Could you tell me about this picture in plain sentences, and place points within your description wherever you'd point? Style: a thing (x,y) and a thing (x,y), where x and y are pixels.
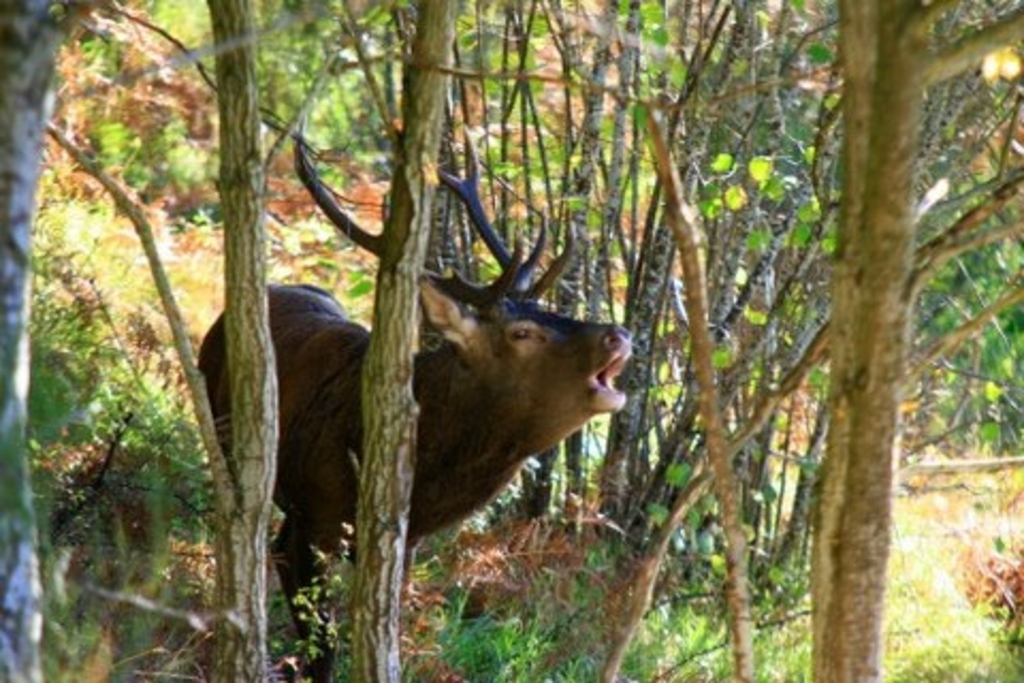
In this picture we can see an animal (298,507), grass (463,631) on the ground (600,642) and in the background (280,110) we can see trees (603,62).
